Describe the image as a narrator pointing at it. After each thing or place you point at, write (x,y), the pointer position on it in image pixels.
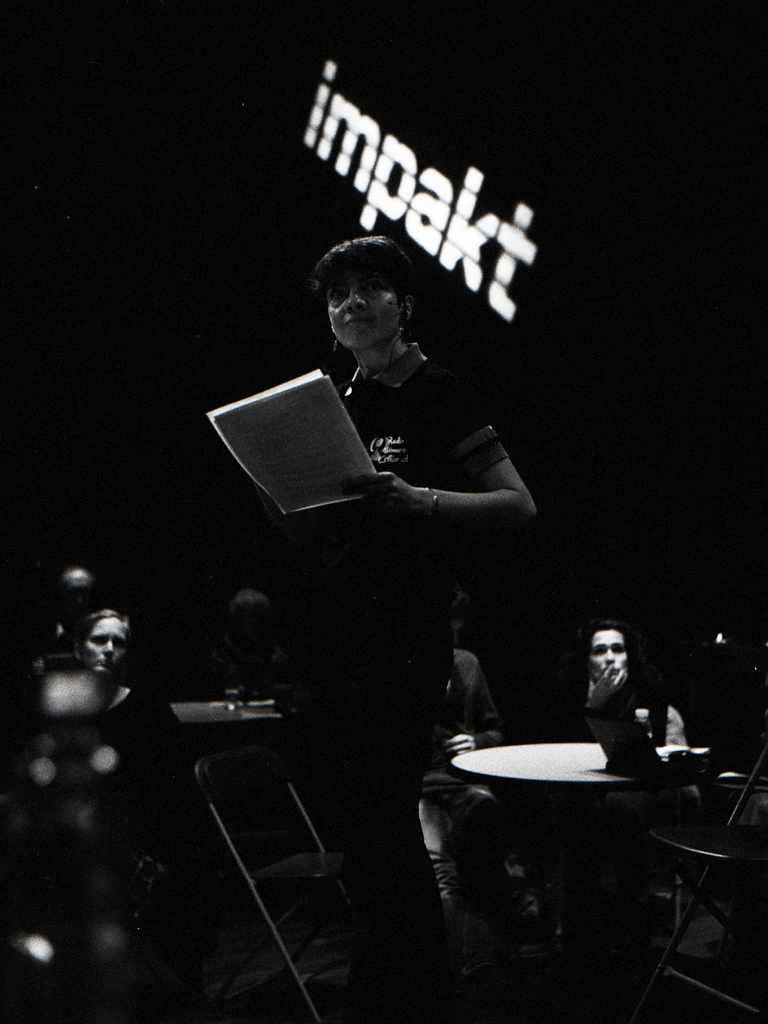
This is a black and white image. In this image we can see a woman (374,511) standing by holding papers (335,442) in her hands (376,490) and people (440,723) sitting on the chairs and tables (571,757) are placed in front of them.
